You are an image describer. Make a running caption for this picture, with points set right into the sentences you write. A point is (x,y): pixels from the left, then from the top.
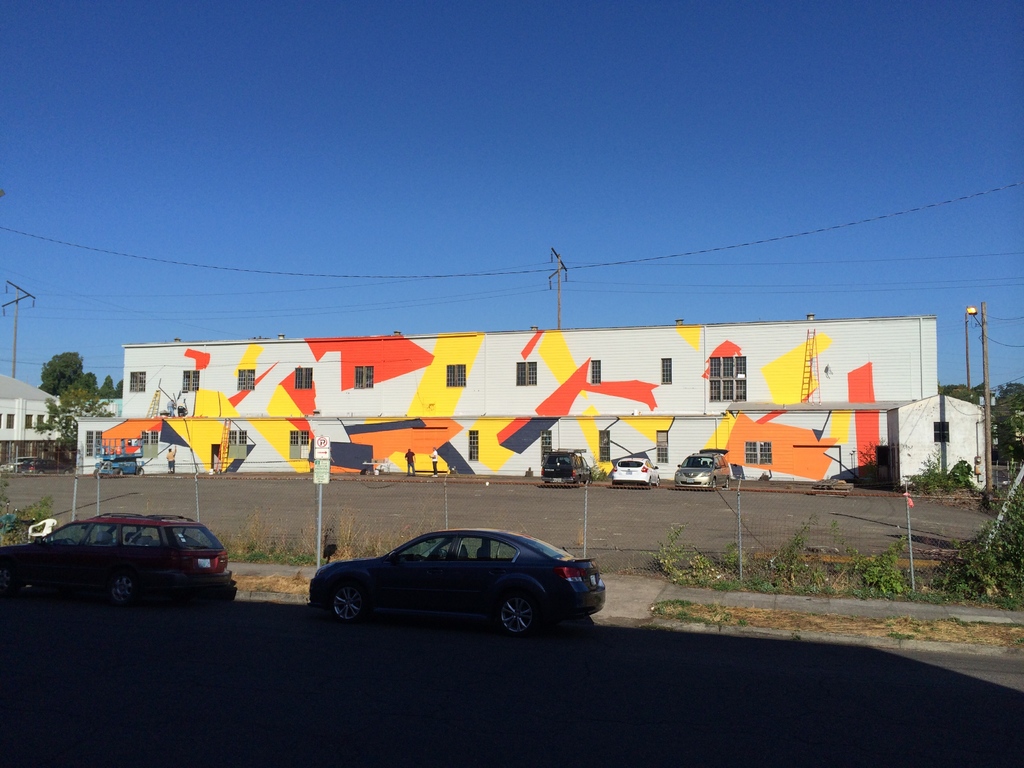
In this image I can see building (851,435), in front of the building (523,425) I can see few vehicles (713,478) and persons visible and at the top (170,223) I can see the sky (664,192) and power line cables (838,228) and at the bottom (124,602) I can see two vehicles (11,566) visible on the road (584,699). And I can see trees (1019,429) visible on the right side (1022,403) and on the left side (71,367).
